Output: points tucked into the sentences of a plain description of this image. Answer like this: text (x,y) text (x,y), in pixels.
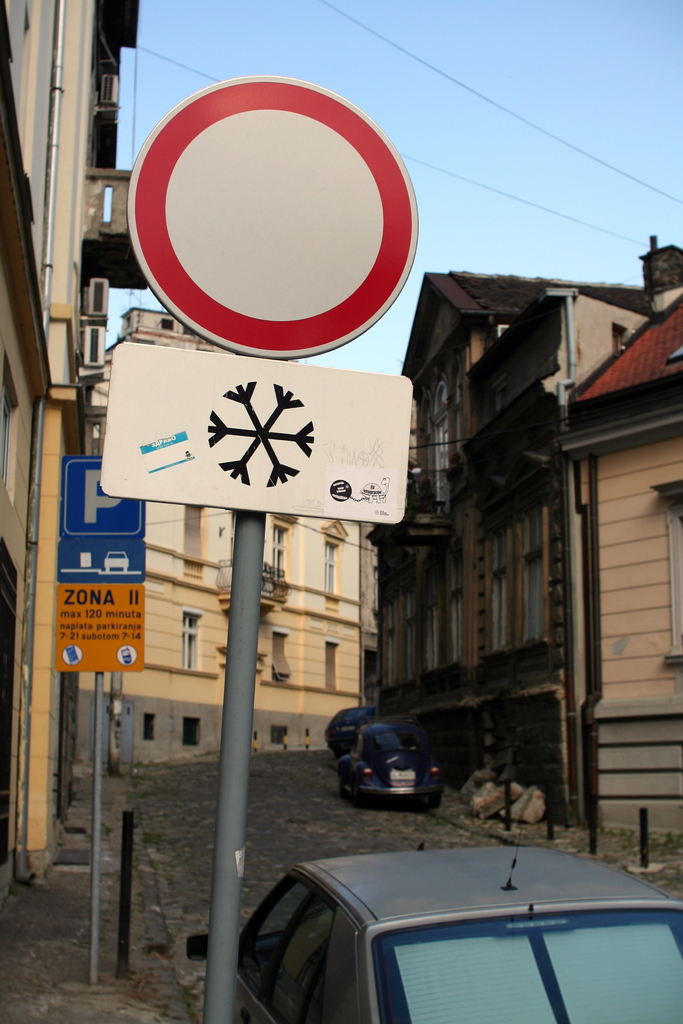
In this image there are boards (325,507) attached to the poles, vehicles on the road (190,1018), buildings (631,744), air conditioners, and in the background (528,226) there is sky (475,20).
